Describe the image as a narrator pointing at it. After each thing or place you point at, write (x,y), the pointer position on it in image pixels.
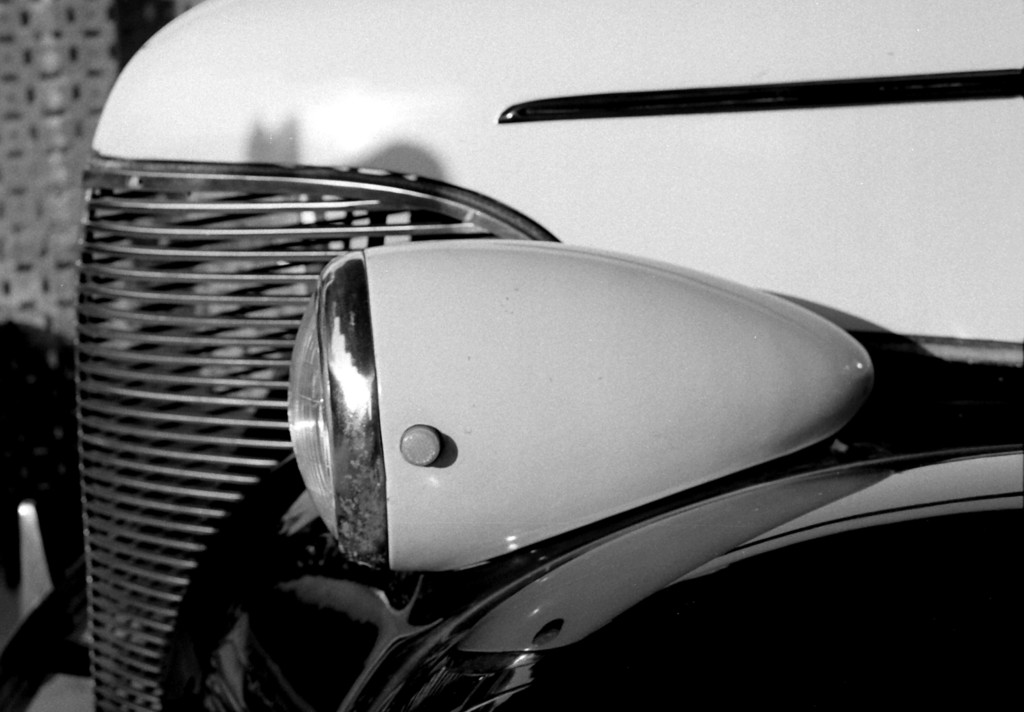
In this picture we can see a vehicle (417,301) and it is a black and white photography.
